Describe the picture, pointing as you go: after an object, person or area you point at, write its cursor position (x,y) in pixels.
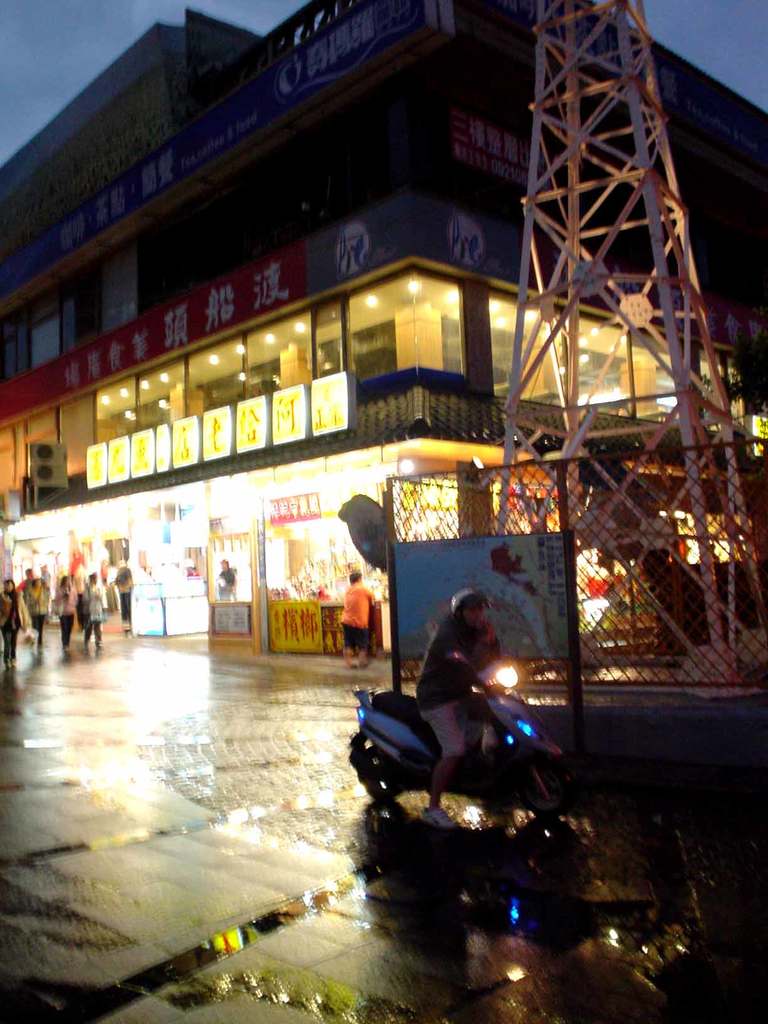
This image consists of a person (457,730) riding a vehicle (498,749). At the bottom (357,892), there is a road (288,927). In the background (183,427), we can see a building (262,475) along with the shops (281,430). On the right (572,417), there is a tower (662,180). On the left (65,601), there are many people (68,631) on the road (36,671). At the top (33,76), there is the sky (33,62).
